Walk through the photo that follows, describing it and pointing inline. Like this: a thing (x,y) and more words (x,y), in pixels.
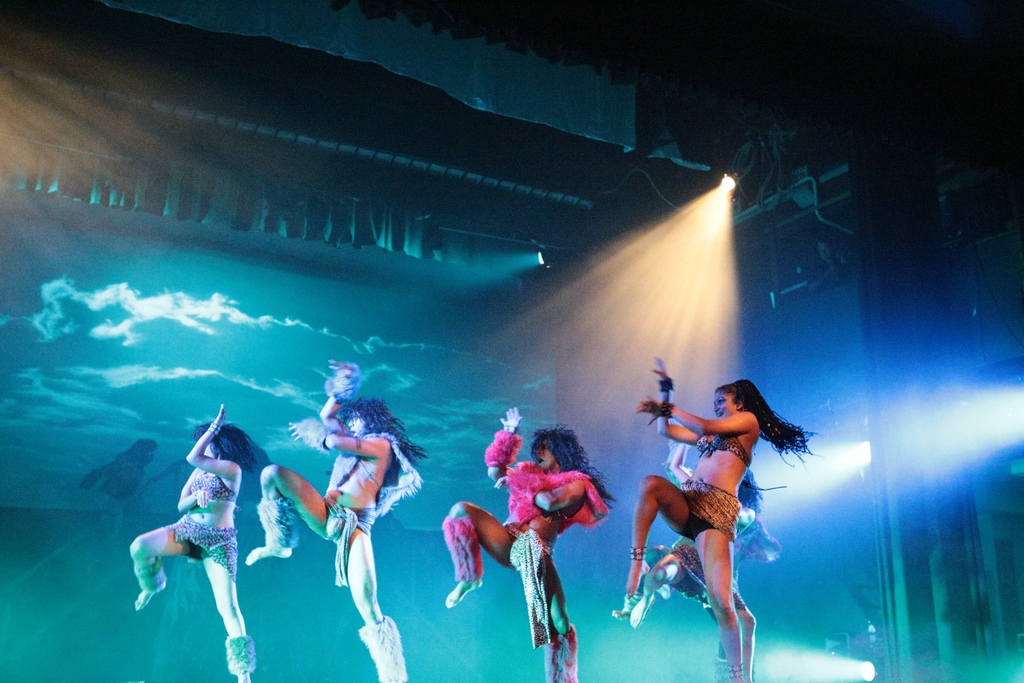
In this image we can see some ladies (687,594) are doing a dance. On the top of the image (697,226) we can see a light (719,251).
